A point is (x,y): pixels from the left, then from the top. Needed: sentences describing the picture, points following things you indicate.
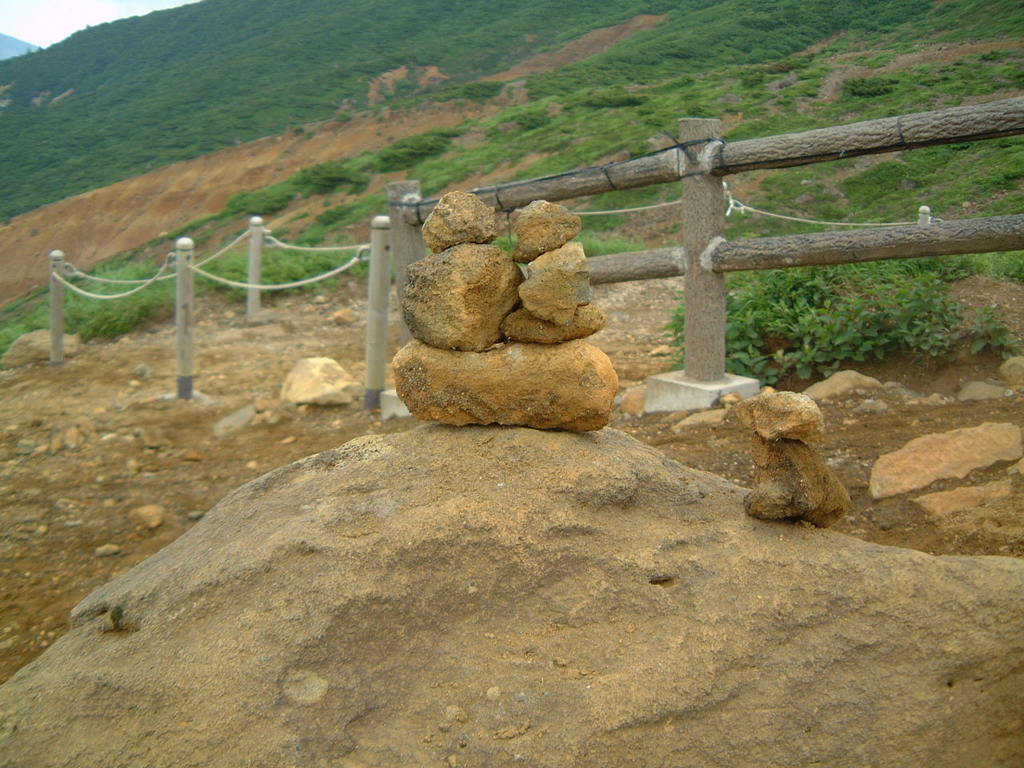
In this image we can see some stones (444,420) which are placed on the rock (500,497). We can also see a wooden fence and some poles (60,288) tied to a rope (124,292). On the backside (224,100) we can see some plants (545,122), a group of trees (171,56) on the hill (226,73) and the sky (89,23).
